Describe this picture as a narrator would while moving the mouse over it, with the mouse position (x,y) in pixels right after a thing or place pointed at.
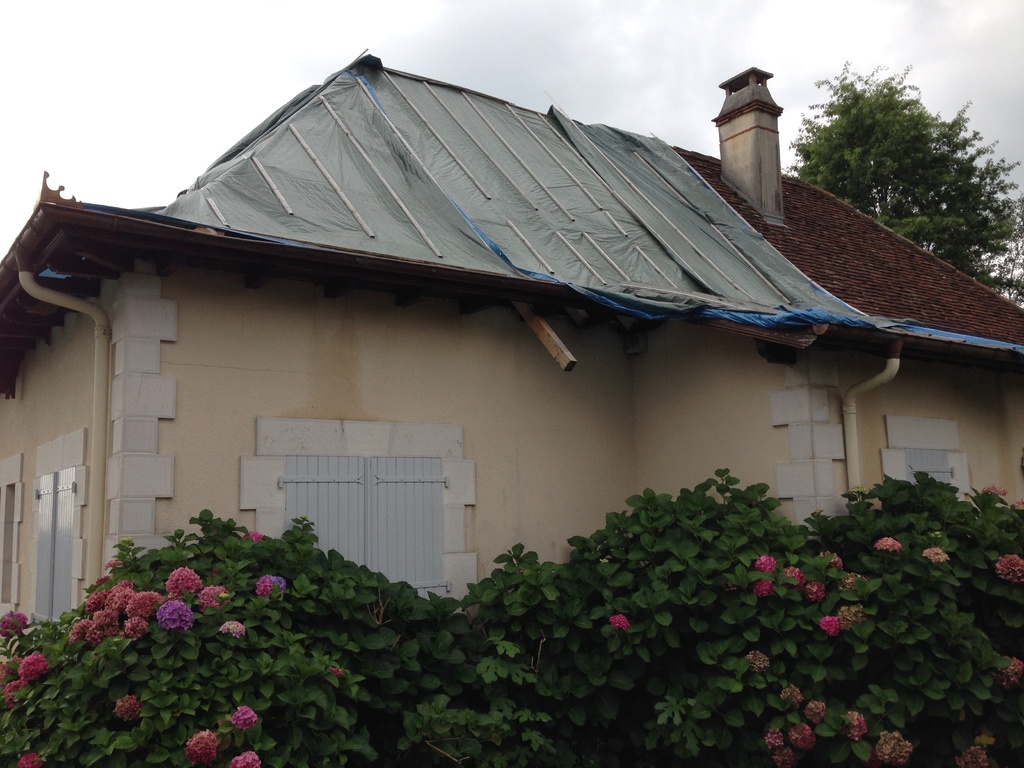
In this image I can see few plants (499,651) in green color, flowers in pink and red color. In the background (391,325) I can see the house (506,366) in cream color and the sky (286,66) is in white color.
